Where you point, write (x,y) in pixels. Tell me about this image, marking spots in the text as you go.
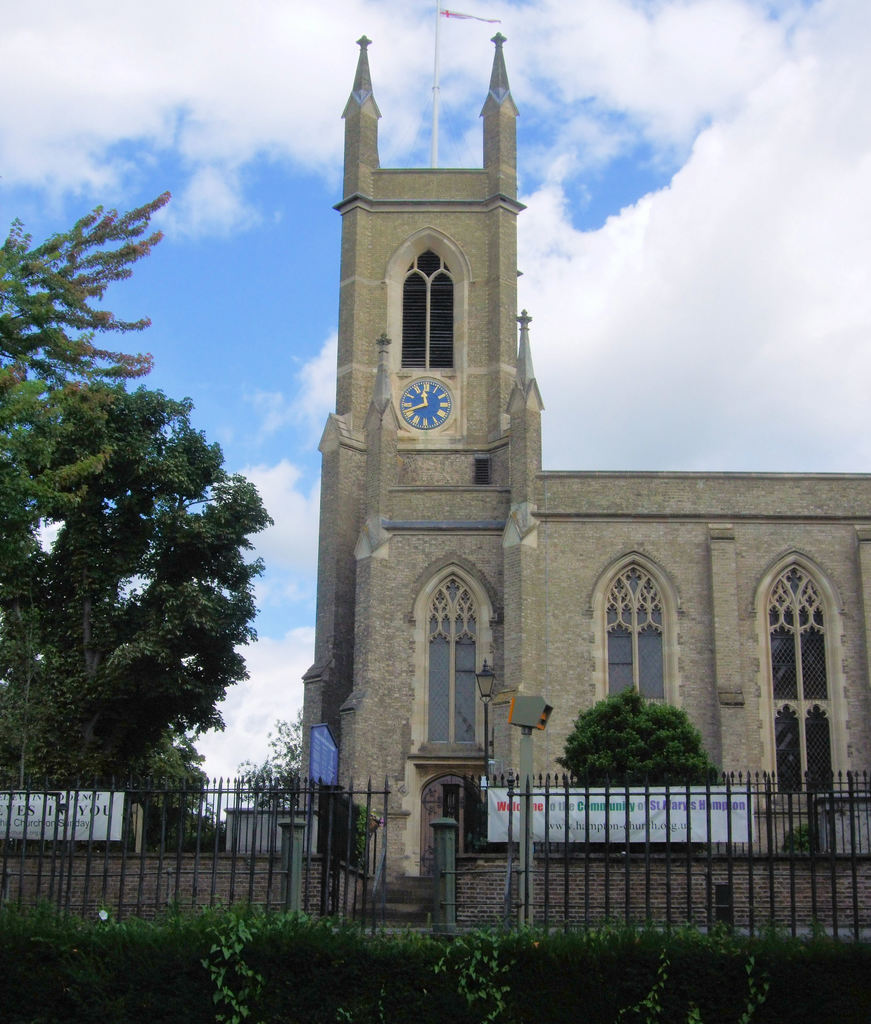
At the bottom (297,976) we can see plants (221,965), fence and in the background (347,624) there is a building (370,594), windows (438,593), hoardings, trees (114,761), clock (417,395) on the wall (393,690), flag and clouds (319,93) in the sky (319,93).
